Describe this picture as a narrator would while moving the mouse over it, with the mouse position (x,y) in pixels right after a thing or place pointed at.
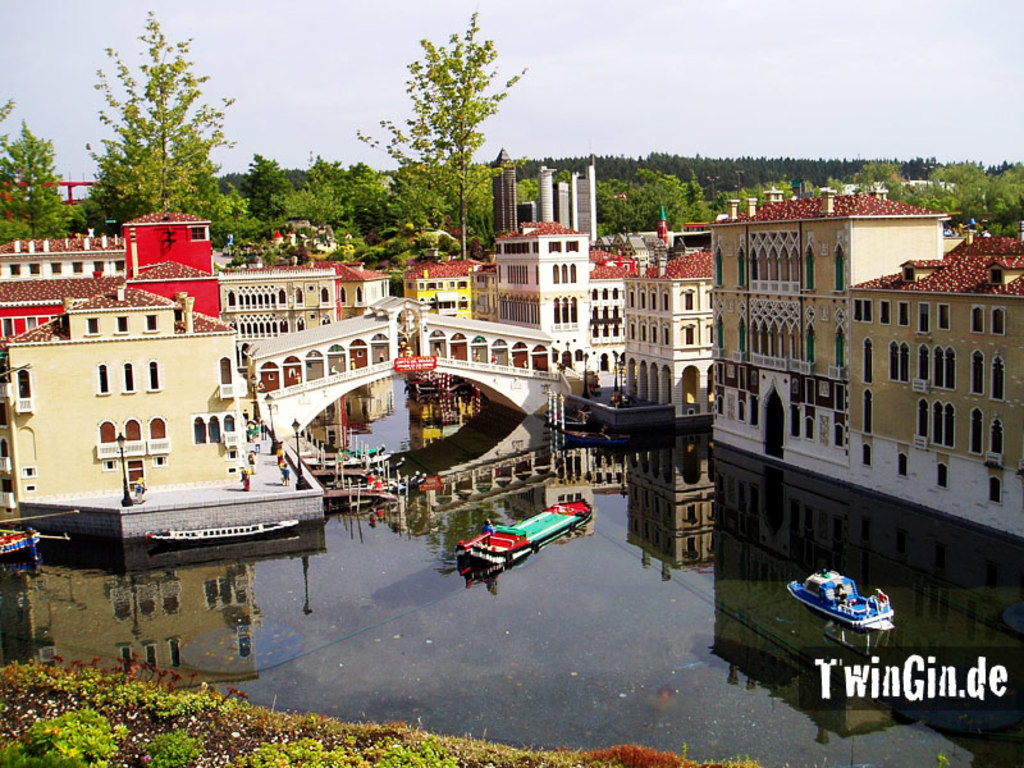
In this image we can see boats (870,610) on the water (644,603), few buildings (100,282), a bridge (373,341), few people (251,432) on the road (234,486), light poles (293,424), trees (156,200) and the sky (541,113) in the background (528,99).
